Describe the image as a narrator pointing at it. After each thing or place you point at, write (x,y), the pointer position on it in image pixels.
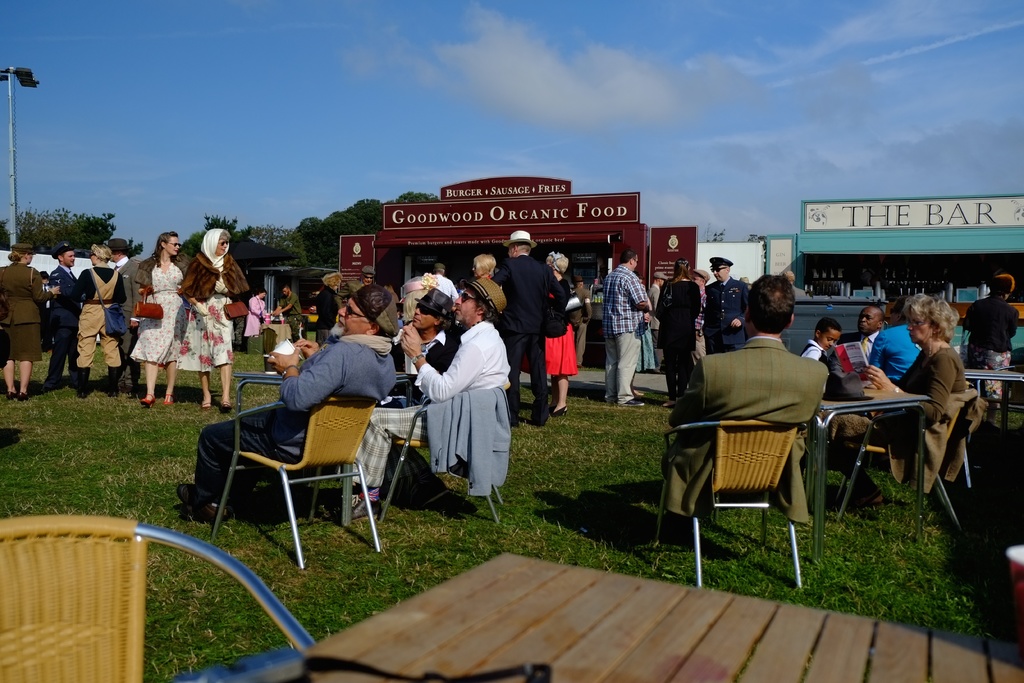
In this picture we can see a group of people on the ground (527,505) and few people (538,421) are standing and few people (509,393) are sitting on chairs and in the background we can see shelters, trees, pole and the sky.
